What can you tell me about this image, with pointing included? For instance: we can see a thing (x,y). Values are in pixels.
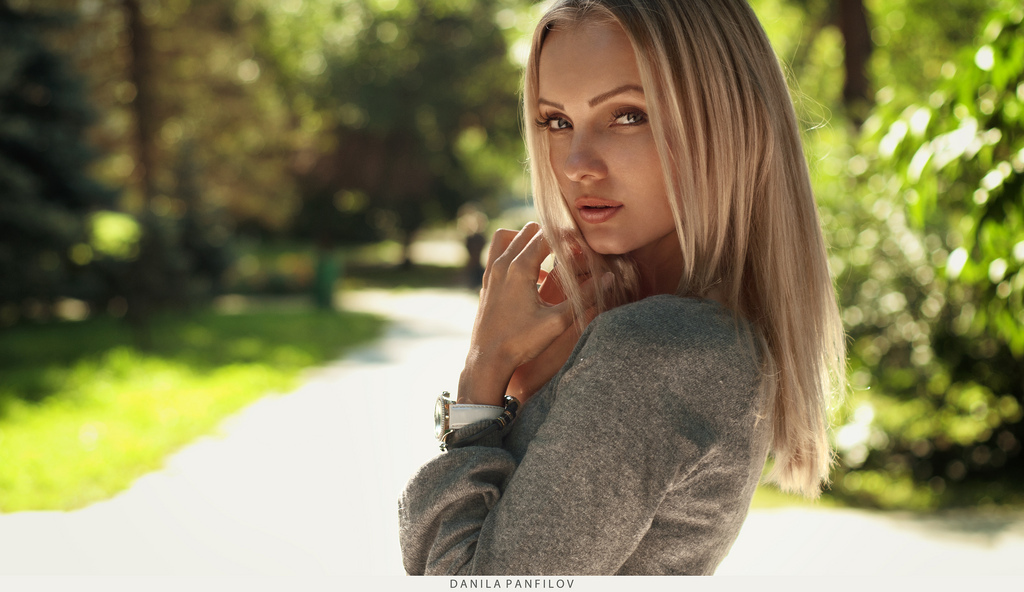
In this picture there is a girl (819,275) who is standing in the center of the image (666,199) and there is greenery (922,173) in the background area of the image (257,159).
